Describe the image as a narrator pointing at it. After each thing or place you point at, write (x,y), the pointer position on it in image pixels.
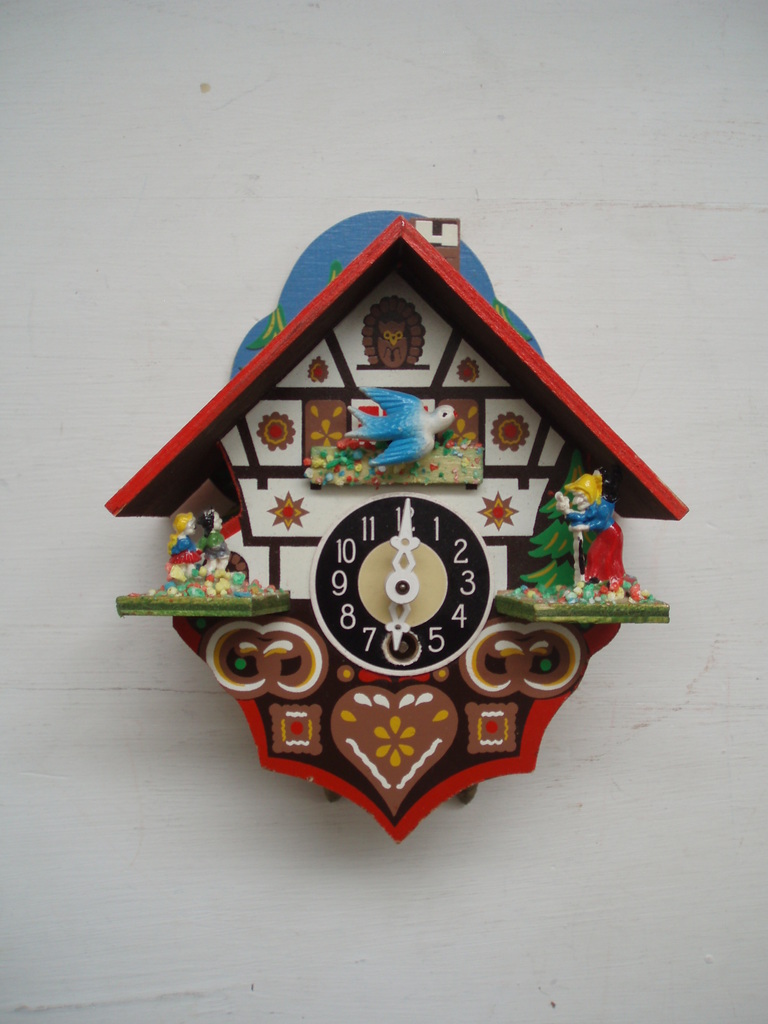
In this image, we can see a clock (418,788) which is attached to a wall (401,871). The wall (585,232) is in white color.
